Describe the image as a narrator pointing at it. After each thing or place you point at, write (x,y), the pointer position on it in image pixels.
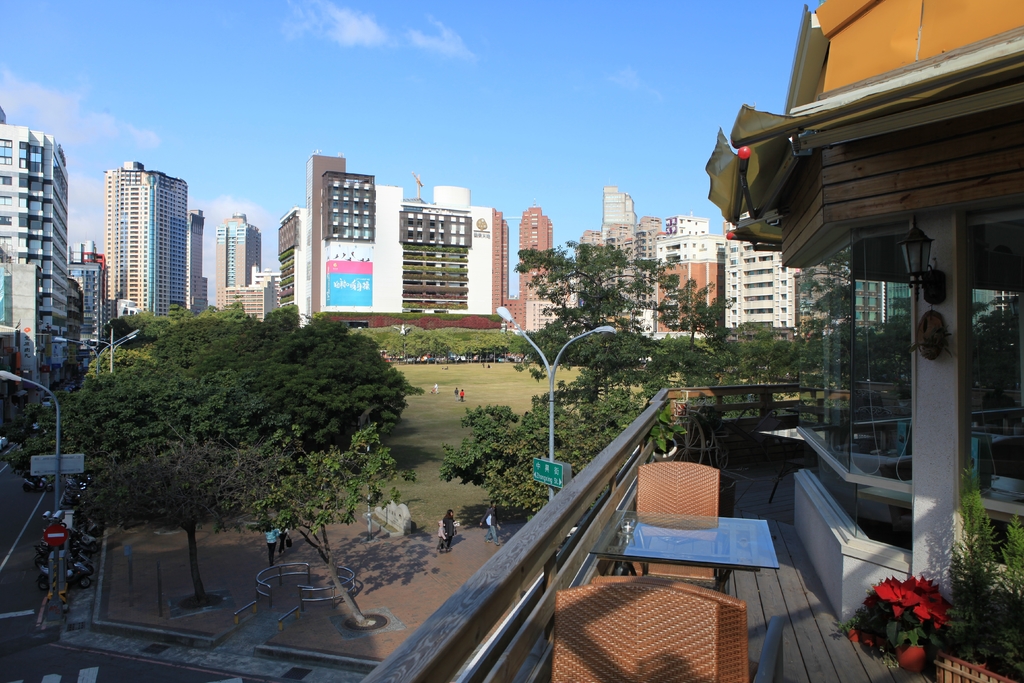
This image is clicked on a building (822,638). To the right (698,591) there are chairs (674,496) and tables (717,524). There are glass walls (871,385). There are lamps (909,266) to the wall (946,411). Beside the wall (932,441) there are house plants (927,615). Beside the chair (628,586) there is a railing (499,571). To the left (31,658), below the building (939,422) there is a road (23,645). Beside the road (47,666) there is a walkway (207,614). On the walkway (101,617) there are street light poles (58,492) and boards (53,543). Beside the walkway (168,581) there is a ground (425,403). There are trees (493,428) and grass (434,435) on the ground (420,442). There are few people (277,539) on the ground (470,506). In the background (163,246) there are buildings (448,274). At the top (330,47) there is the sky (464,3).
